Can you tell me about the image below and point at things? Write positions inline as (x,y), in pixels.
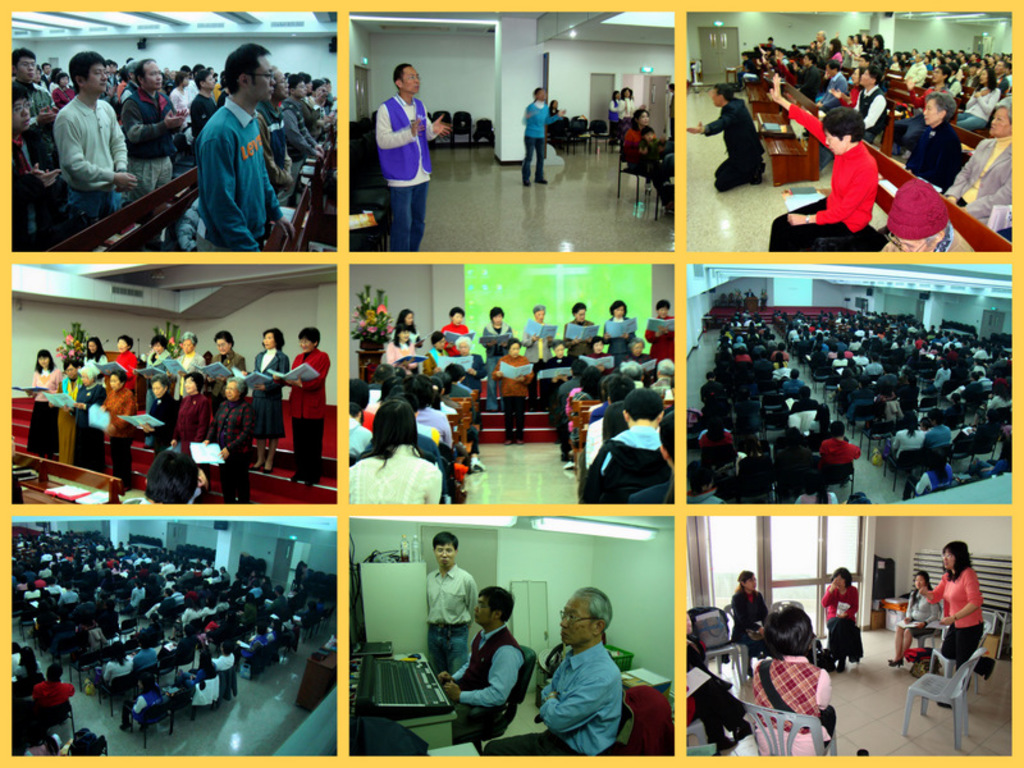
In this image there is a collage of photos. Left top of picture (146,177) few persons (217,159) are standing before the benches (158,197). Beside picture there are few persons (414,145) are standing on the floor (441,191) having few chairs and few persons (627,138) are sitting on the chairs (456,116). Right top of the picture (891,199) few persons (934,175) are sitting on the bench (975,137). Below it there is a picture (804,370) having few persons (793,408) sitting on the chair (769,423). Middle picture there are few persons (535,351) standing and holding books (471,338) in their hand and few persons (433,442) are sitting on the chairs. Left side (96,400) there is a picture (125,404) having few persons (199,410) standing and holding books (100,417) in their hands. Left bottom few persons (257,627) are sitting on the chairs (203,558). Right bottom a few persons (832,649) are sitting on the chair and a woman (954,634) is standing beside the chair (933,689). Beside there is a picture having few persons (581,680) sitting on the chairs (519,678) before a table (429,720) having keyboard (431,705) and a person (448,633) is standing on the floor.
